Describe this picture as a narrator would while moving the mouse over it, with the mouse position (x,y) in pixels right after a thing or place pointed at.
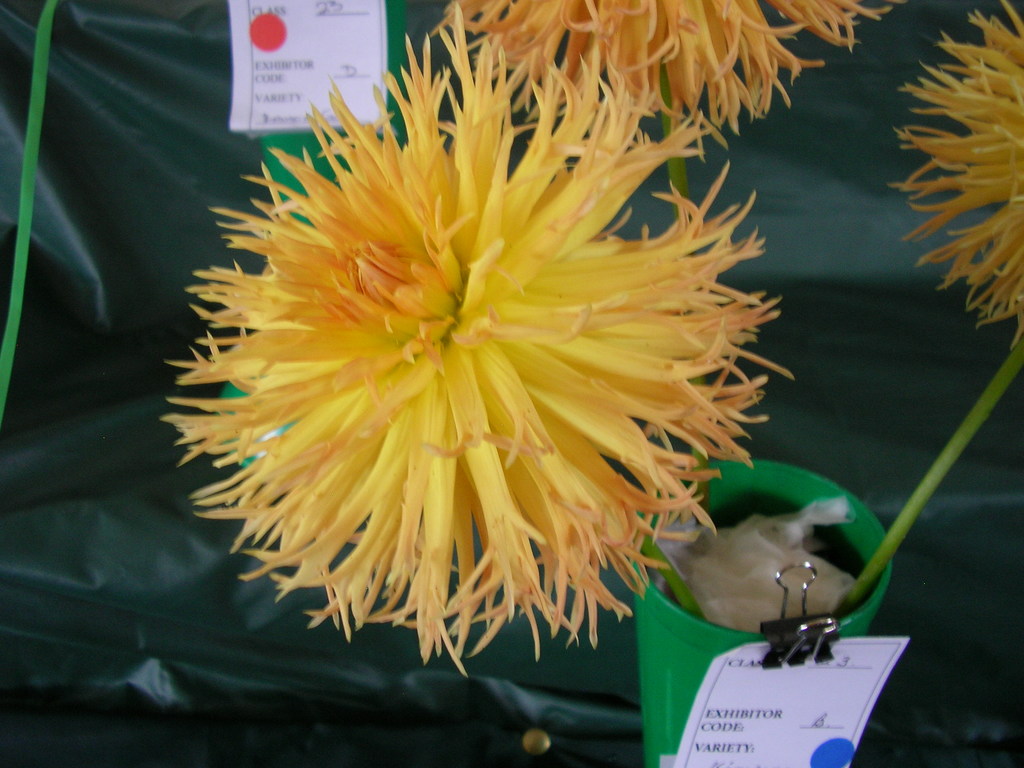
In this picture we can see a few yellow flowers (307,184). There are cups (692,660), papers (727,658) and a clip (809,640).
